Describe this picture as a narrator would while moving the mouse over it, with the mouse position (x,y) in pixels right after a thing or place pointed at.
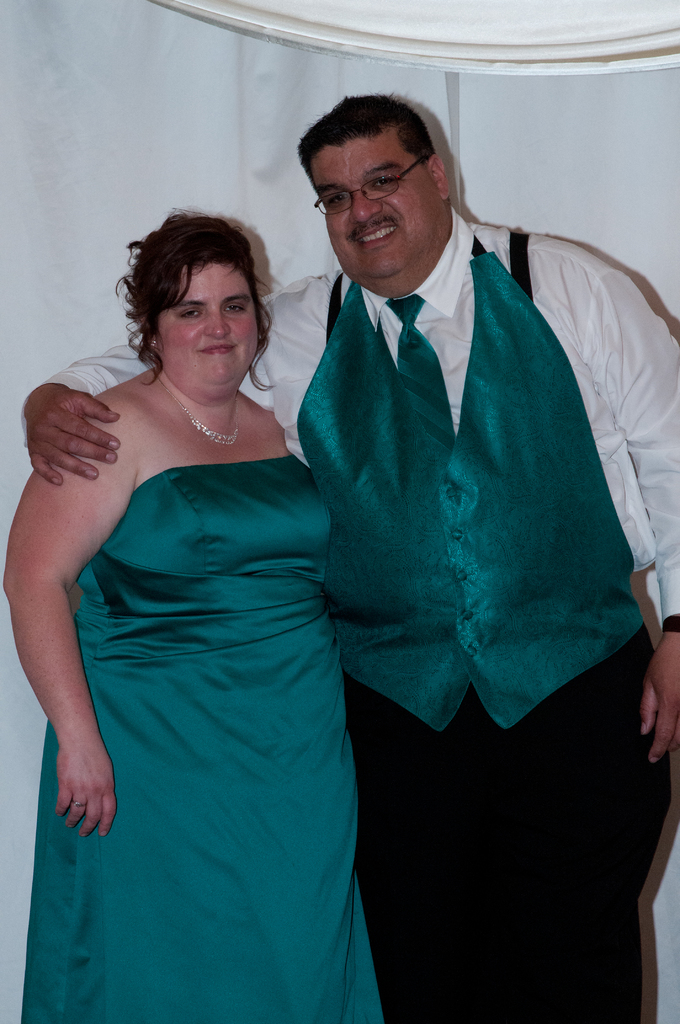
In this picture we can see a man (403,714) and a woman (220,271) standing and smiling.
